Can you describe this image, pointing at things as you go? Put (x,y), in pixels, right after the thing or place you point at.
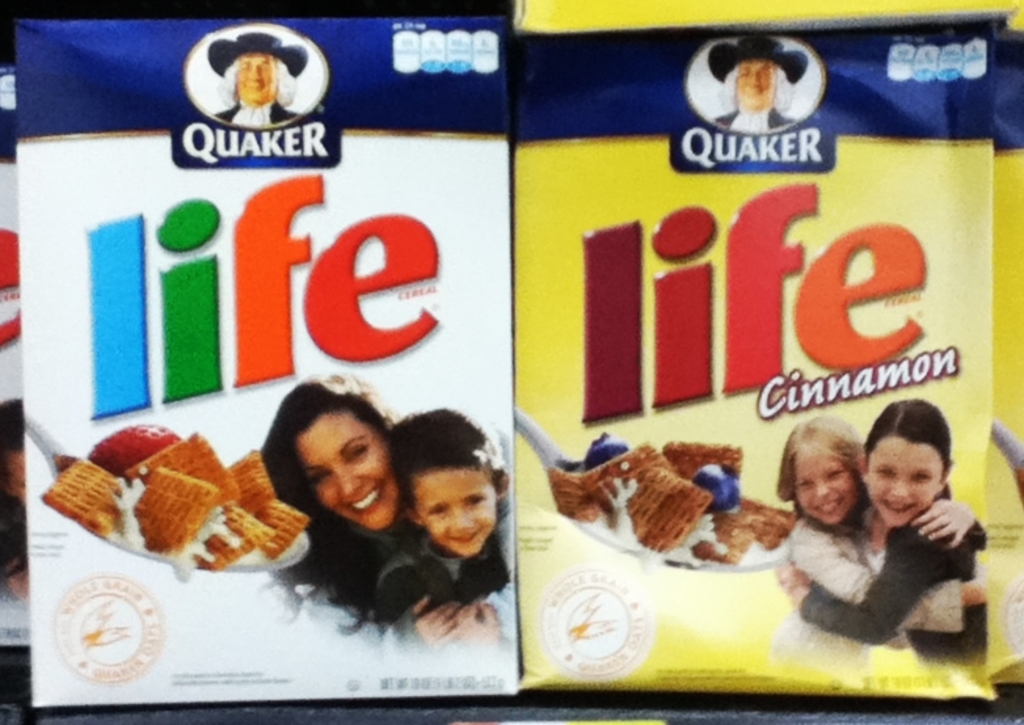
In this image, we can see some packets (262,291).
